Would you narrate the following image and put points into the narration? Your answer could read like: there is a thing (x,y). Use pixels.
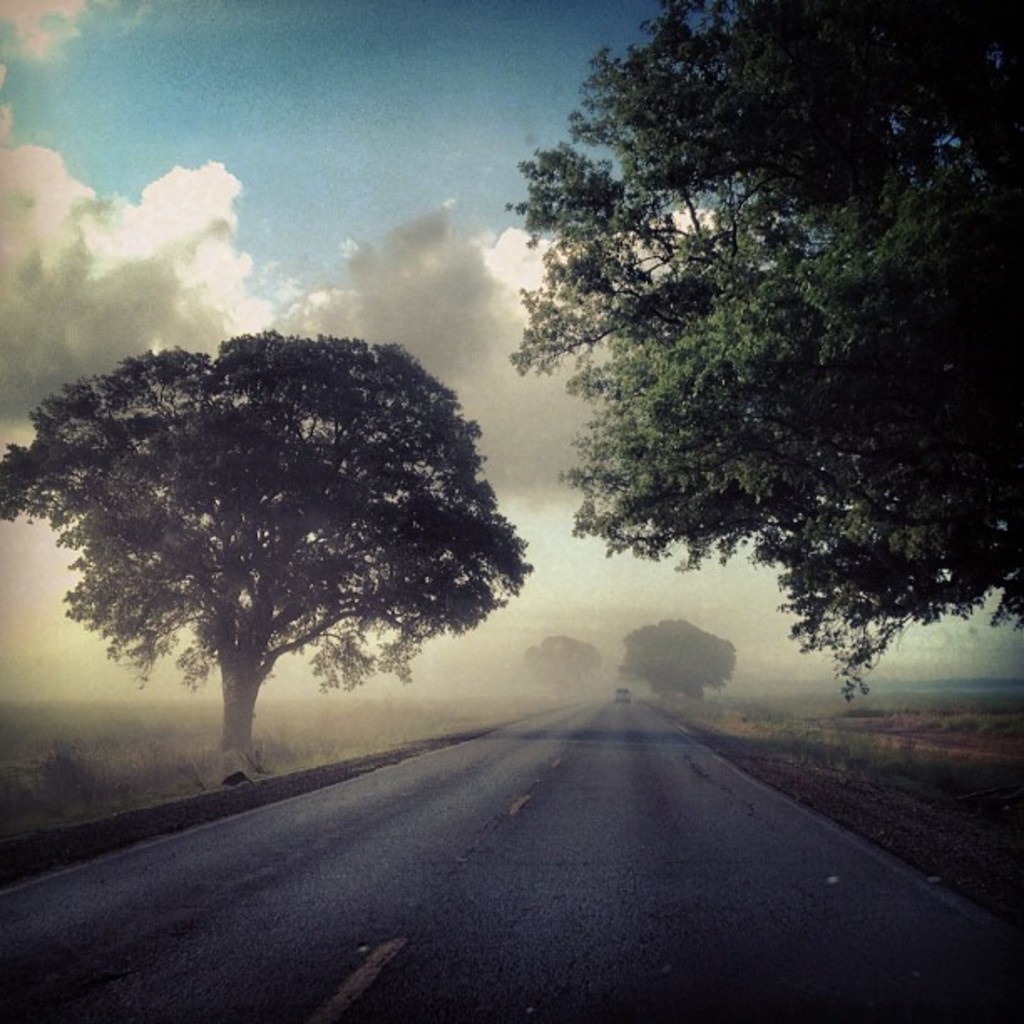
In the middle of this image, there is a road (516,729). On both sides of this road (518,834), there are trees (783,523) and grass (82,800) on the ground (82,800). In the background (562,450), there are clouds (447,222) in the sky (514,57).
